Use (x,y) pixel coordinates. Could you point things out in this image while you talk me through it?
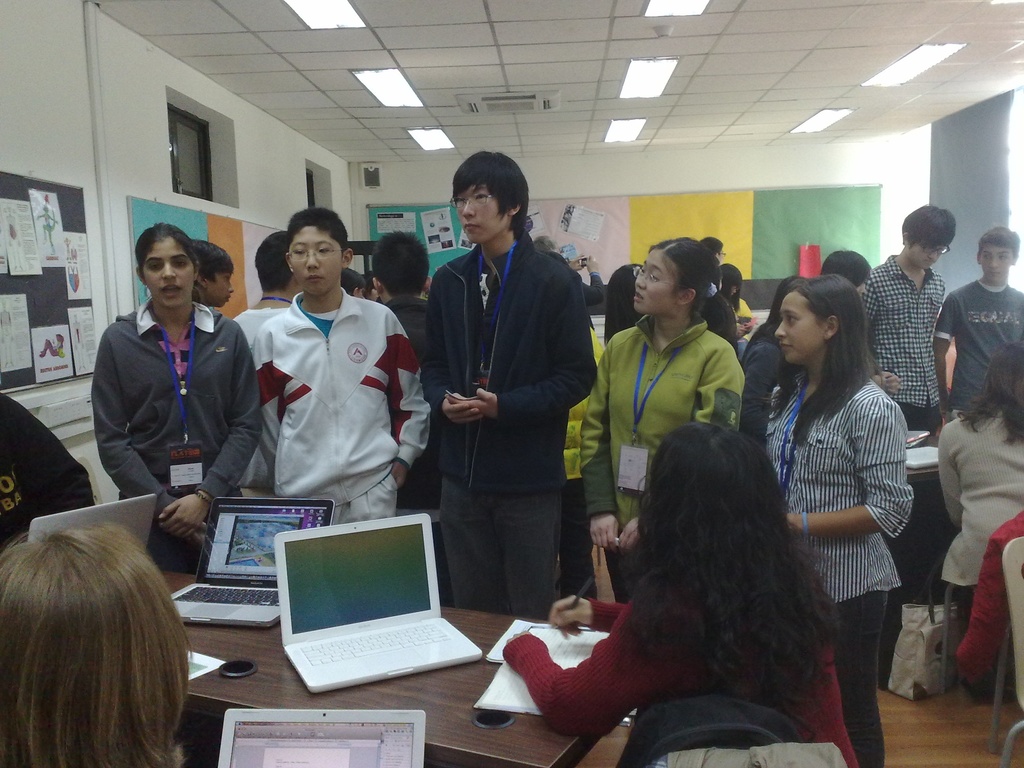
This image is taken from inside. In this image there are a few people (516,330) standing, in front of them there is a table (477,674) with few laptops (390,673) and a book (498,683), there are two women's (78,713) sitting on the chairs (685,722) in front of the table (478,689), one is holding a pen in her hand (575,607) and another is placed the laptop (258,742) on her lap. In the background (43,357) there are a few boards (136,227) with papers (35,227) and posters (575,223) are hanging on the wall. At the top of the image (593,78) there is a ceiling (526,80) with lights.
